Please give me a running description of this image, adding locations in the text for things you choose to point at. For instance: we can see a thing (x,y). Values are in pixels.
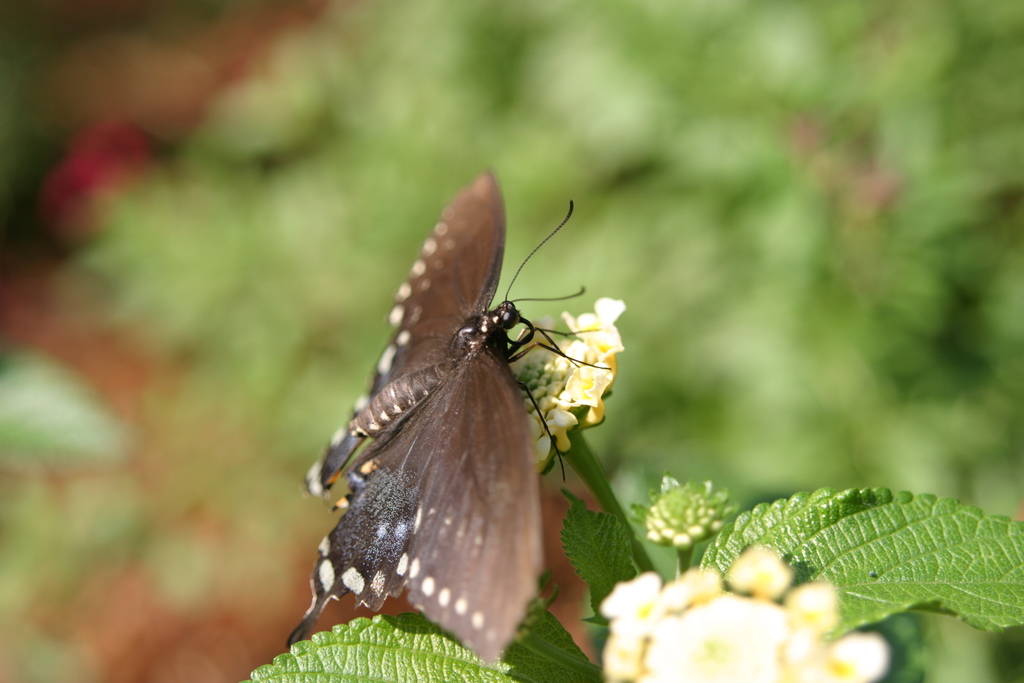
In the center of the image (426,337) there is a butterfly (414,391) on the plant (590,546).
